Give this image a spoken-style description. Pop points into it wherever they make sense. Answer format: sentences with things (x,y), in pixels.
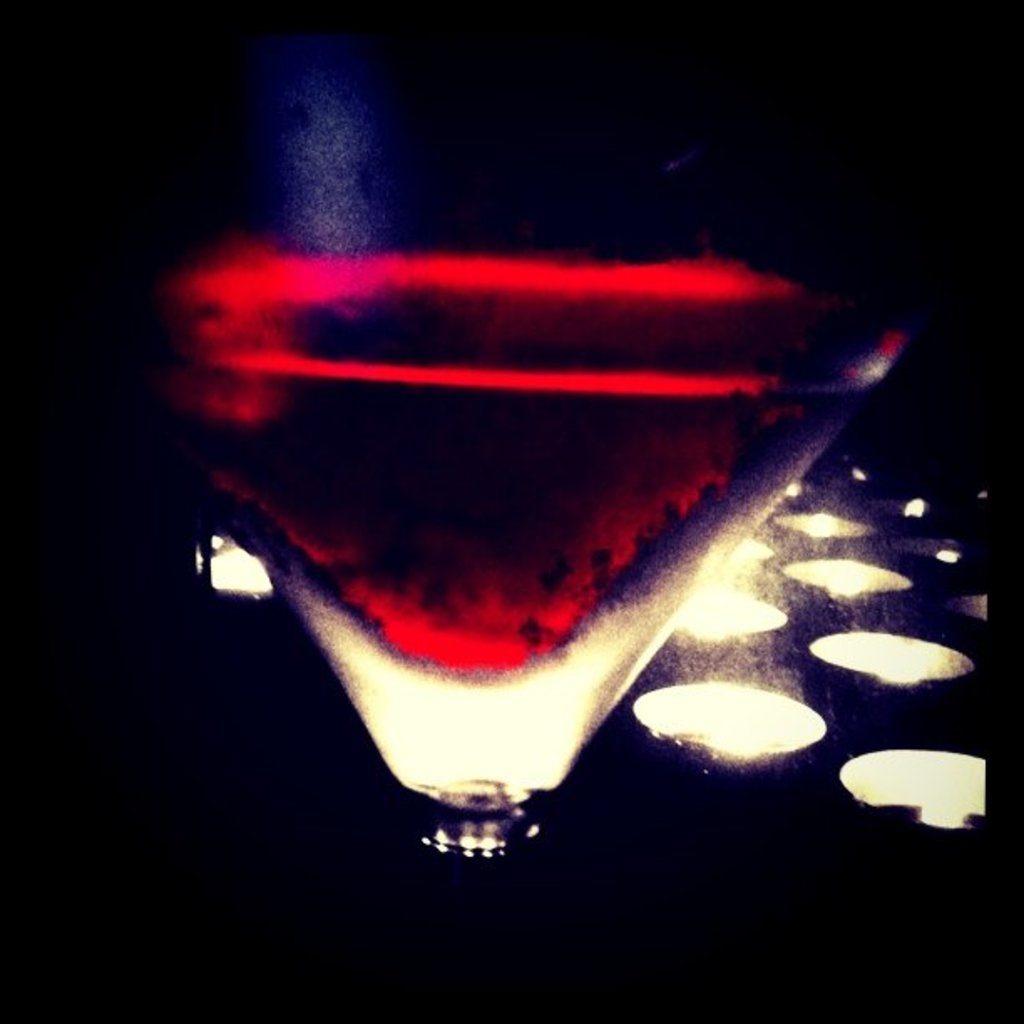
In this picture there is a glass (488,479) in the center of the image (647,621) and there are lights (700,612) in the background area of the image (735,596).
